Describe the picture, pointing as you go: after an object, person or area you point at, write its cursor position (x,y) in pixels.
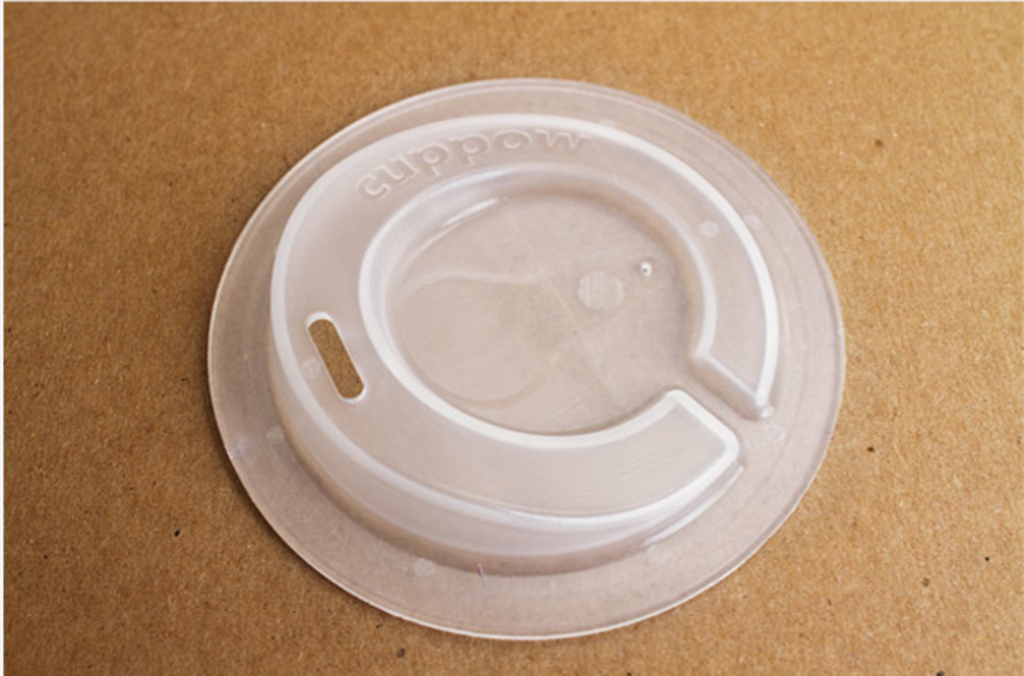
In this image we can see a white colored object (515,310) with text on it, which is on the cardboard surface (848,85).
